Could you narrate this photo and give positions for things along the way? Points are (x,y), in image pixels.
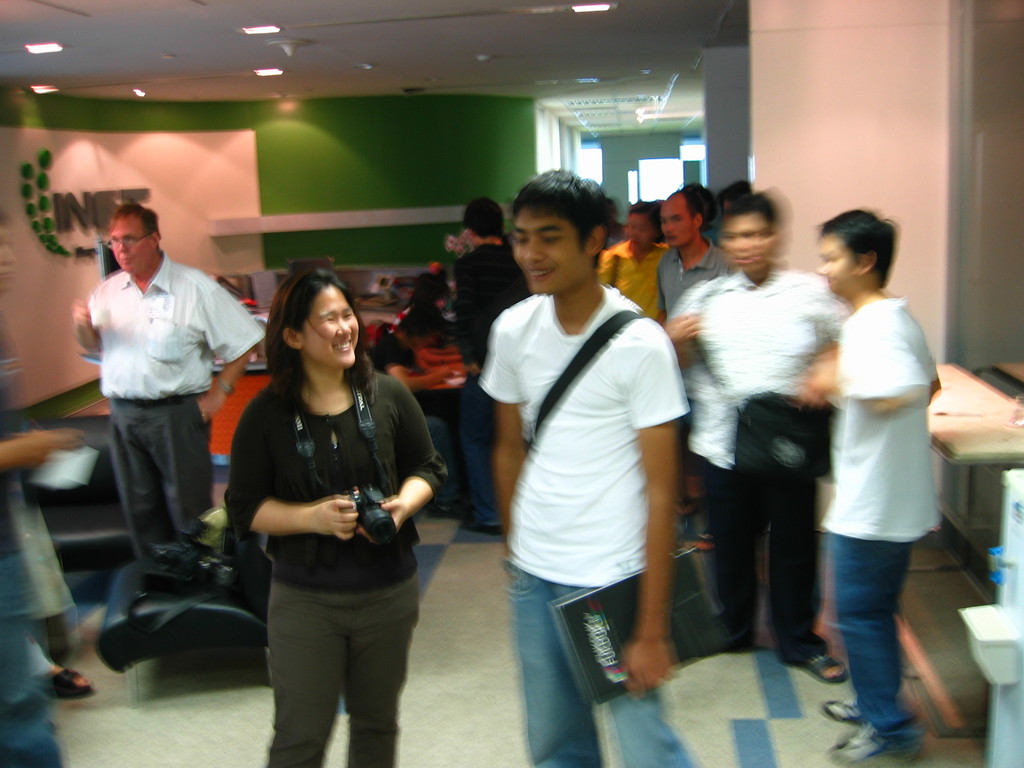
There is a girl (341,416) holding a camera (360,519) and a boy (655,609) holding a book (620,606) in the foreground (286,475), there is a water dispenser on the right side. There are other people (886,371), chair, window (648,161), text (123,195) and the lamps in the background (598,155).
